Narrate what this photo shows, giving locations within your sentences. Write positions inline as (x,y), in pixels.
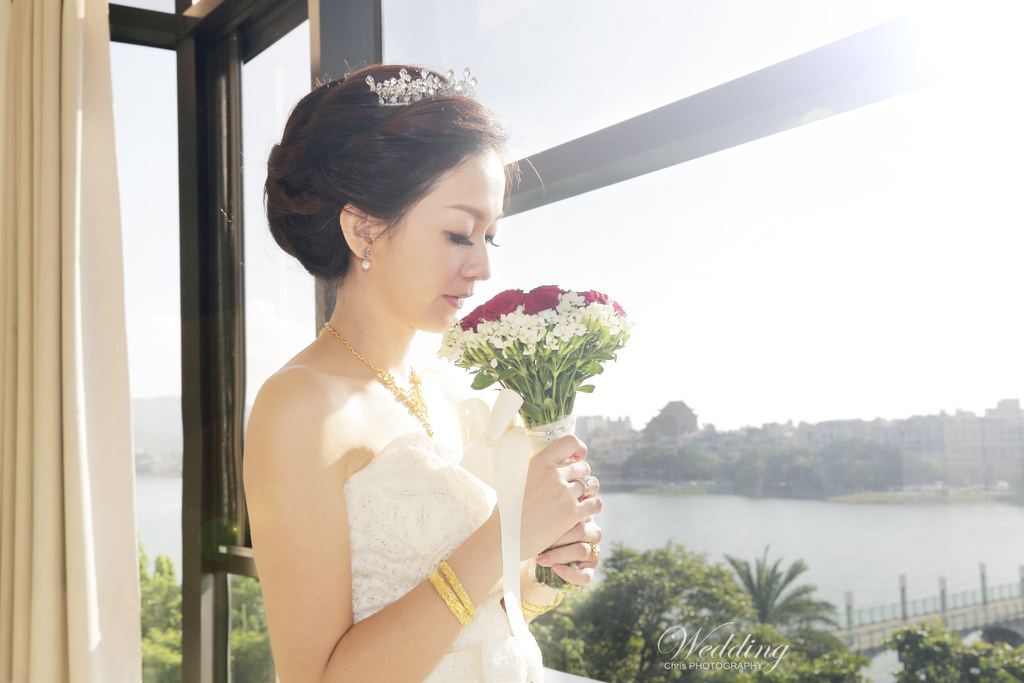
In this picture we can see a woman (471,149) holding a flower bouquet (506,485) with her hands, curtain (18,415) and in the background (679,632) we can see buildings (1011,415), trees (777,588), fence (890,607), sky (625,413).
